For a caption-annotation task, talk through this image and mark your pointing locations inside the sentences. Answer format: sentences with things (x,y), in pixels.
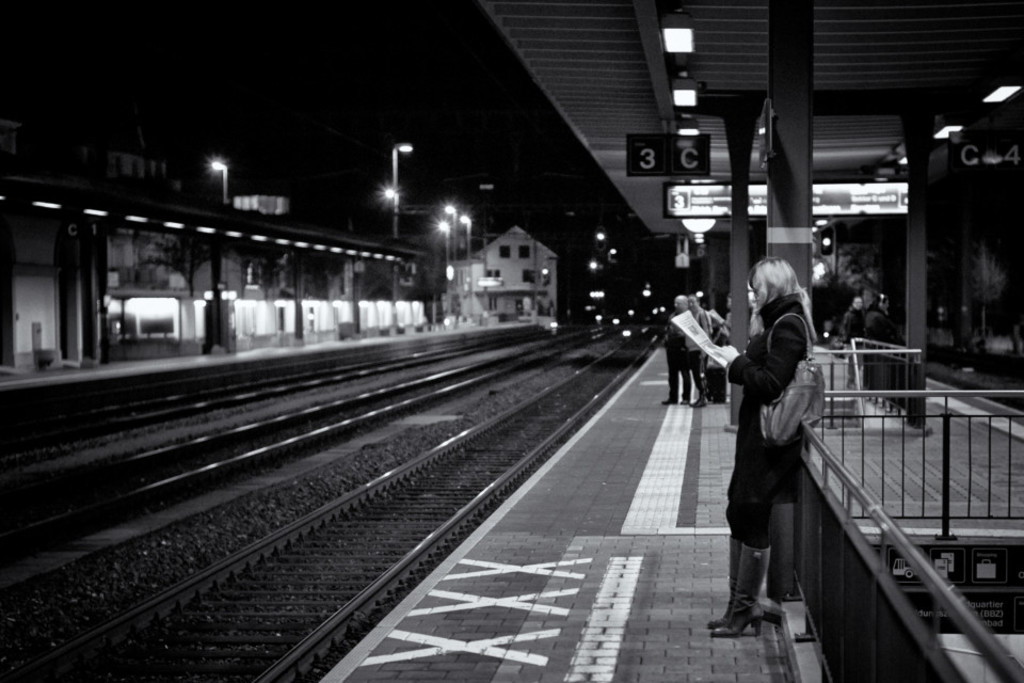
This is a black and white image. I think this picture was taken in the railway station (634,403). These are the rail tracks (285,425). I can see the woman (745,377) standing and holding a newspaper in her hand (734,348). These are the boards (697,187), which are hanging to the roof (704,42). I can see street lights (398,172). This is the roof (750,53). I can see two people (679,359) standing. These are the platforms (629,440). This looks like a building (520,271). I can see the iron pillars (920,213).
